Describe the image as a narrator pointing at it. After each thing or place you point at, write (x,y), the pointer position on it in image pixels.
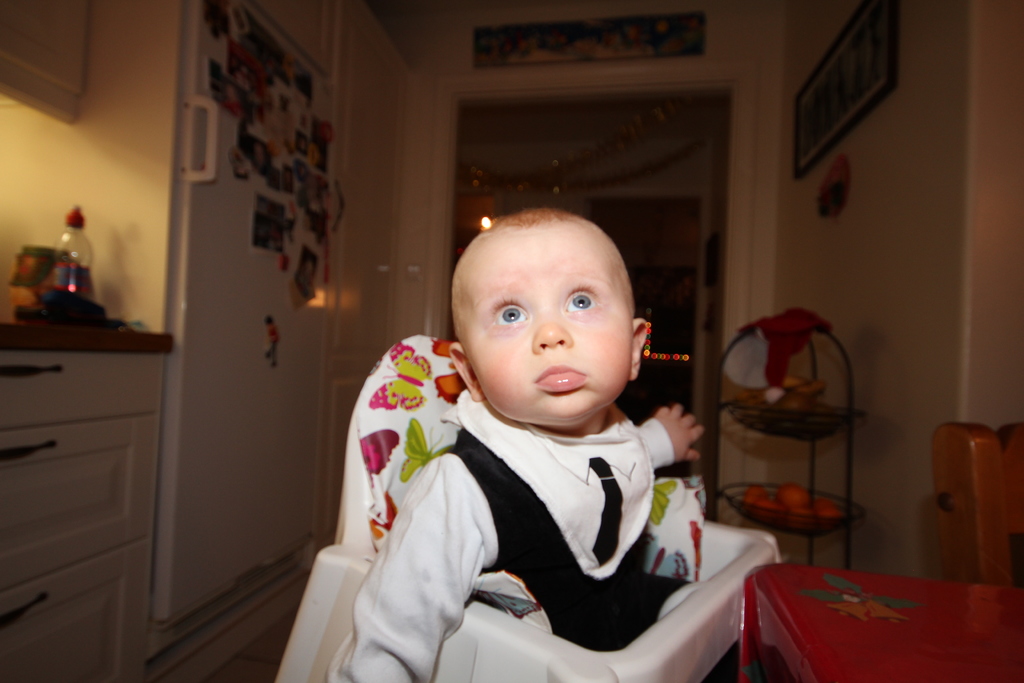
In this image i can see a kid (486,420) and at the background of the image (447,139) there is a door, bottle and some objects (782,427).
